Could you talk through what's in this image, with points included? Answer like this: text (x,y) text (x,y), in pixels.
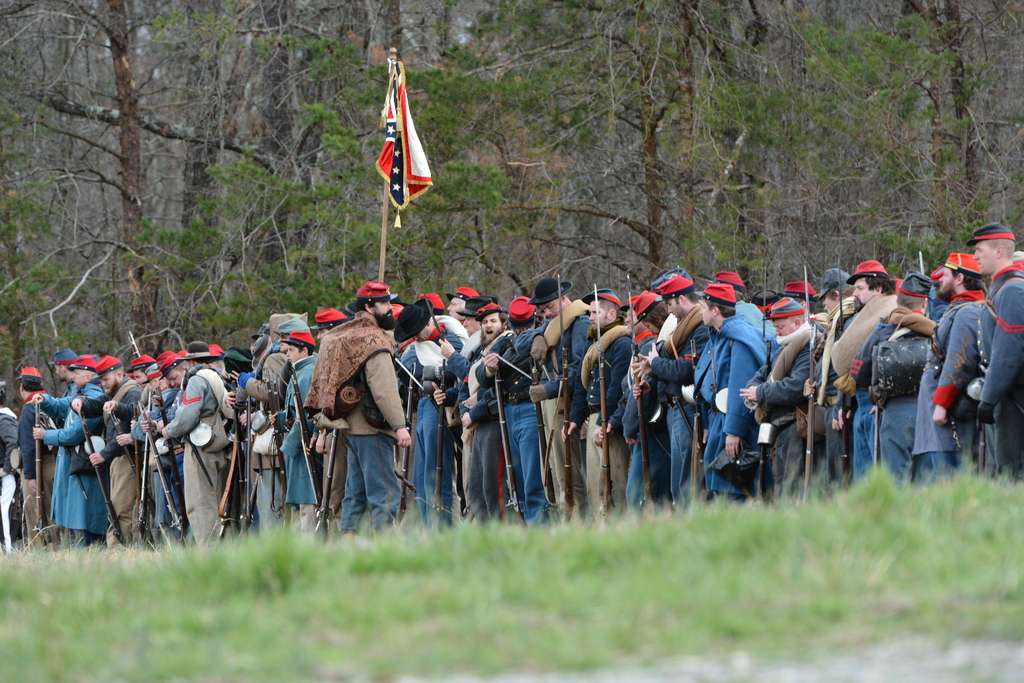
In this image we can see a group of people (795,374) standing and holding the guns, in the background (748,243) we can see trees (737,253).
